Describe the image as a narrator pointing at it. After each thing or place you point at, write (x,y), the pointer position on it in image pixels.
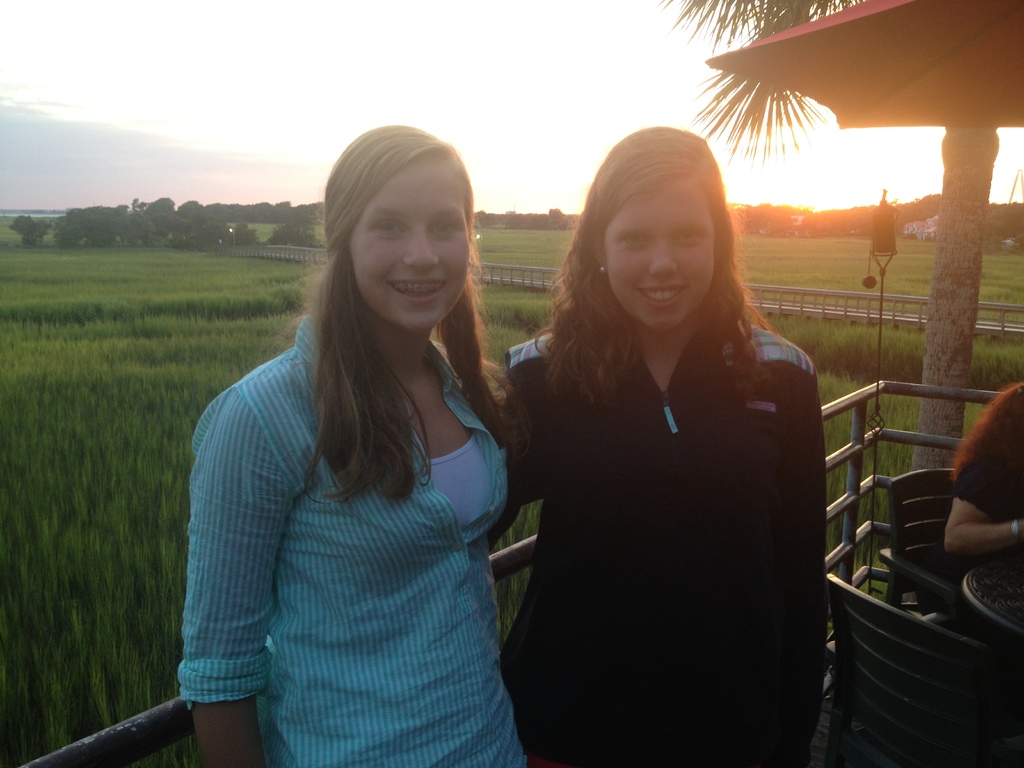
In this image we can see two lady persons (490,547) different colors of dress (518,481) hugging each other standing near the fencing (862,499) and at the background of the image (214,360) there are some trees (223,213), open land (38,396) and clear sky (318,52).
